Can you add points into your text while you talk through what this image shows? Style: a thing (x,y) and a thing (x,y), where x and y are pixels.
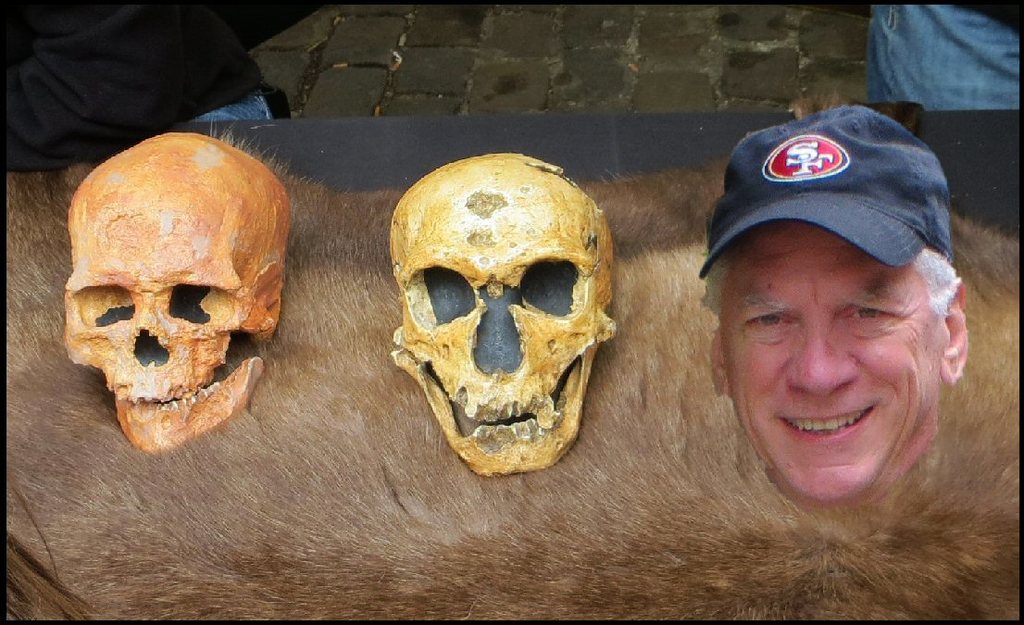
In the image it looks like an edited image, there are two skulls (432,242) and a person's face (838,333) on a brown background (372,450), behind that there is a path (429,35) and there are two people (955,49) on the either side of the path (350,58).
